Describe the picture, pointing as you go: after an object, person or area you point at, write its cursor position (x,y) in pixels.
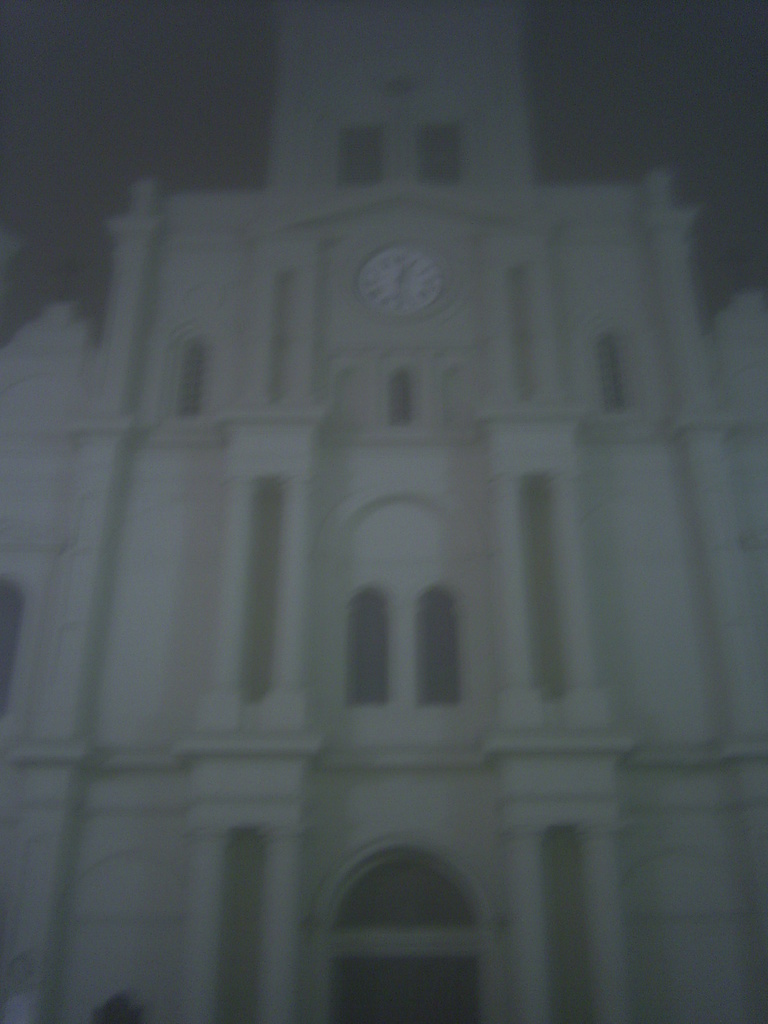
In this picture we can see a building (440,826) and a clock (399,305). There is a dark background (635,32).
